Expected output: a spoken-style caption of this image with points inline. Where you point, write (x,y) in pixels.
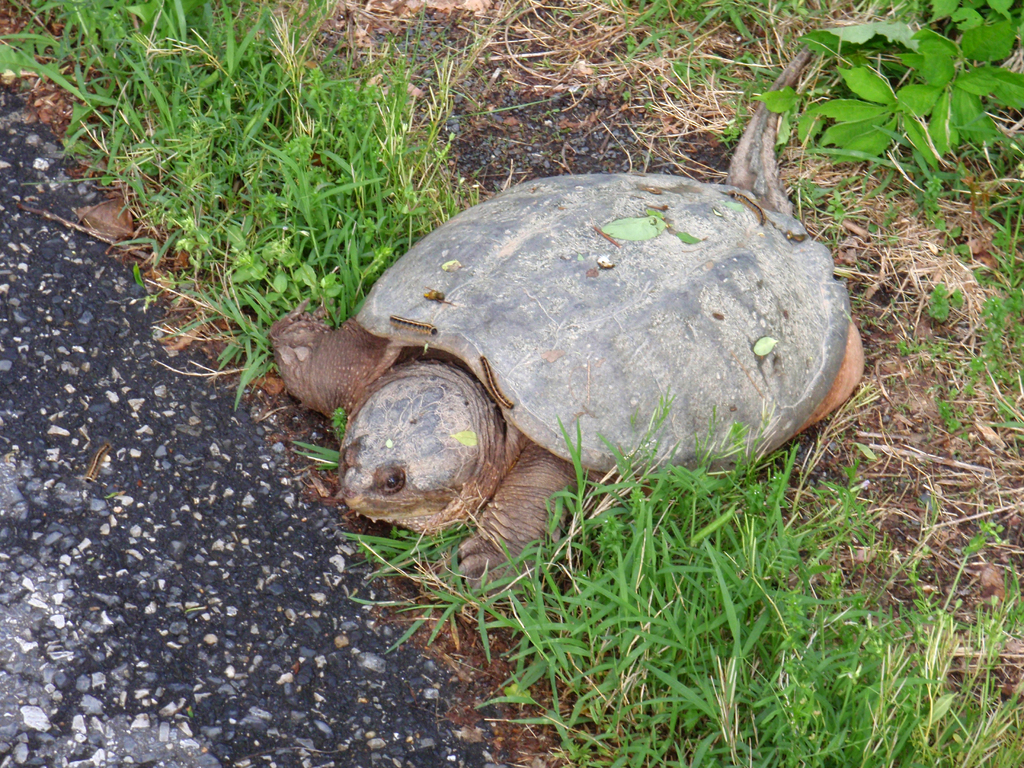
Here in this picture we can see a turtle (626,295) present on the ground (236,332), which is partly covered with grass (668,668) over there.
